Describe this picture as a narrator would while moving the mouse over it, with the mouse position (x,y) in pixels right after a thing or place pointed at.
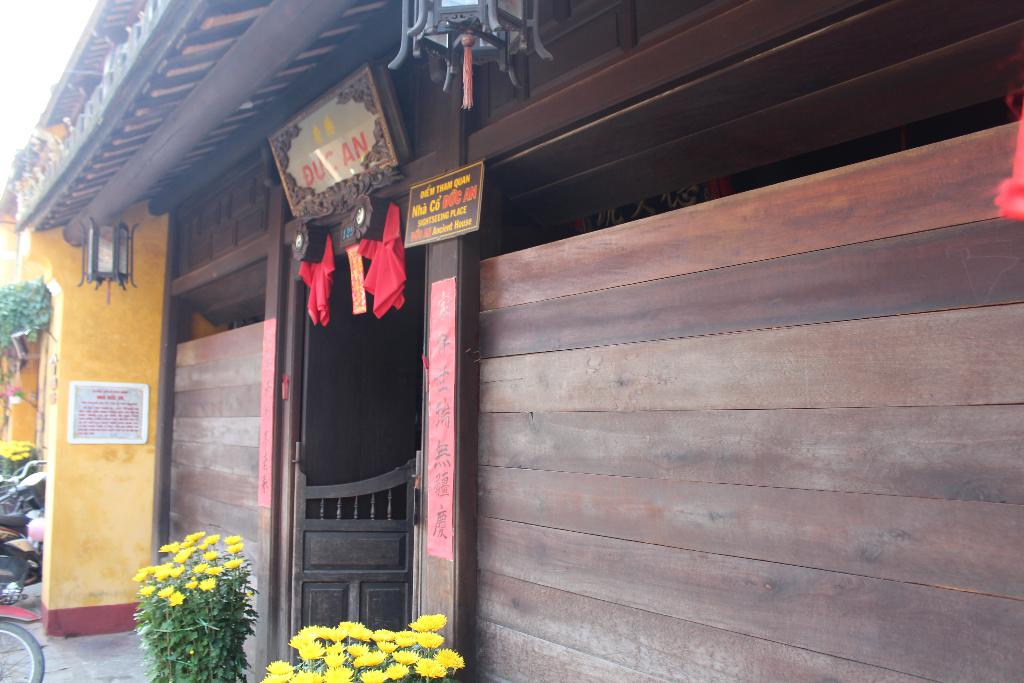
In this image there is a wooden house (419,167) with lamps (117,235), photo frames (318,156), name boards (423,212) on it, in front of the house (382,452) there is a wooden door (324,559), besides the door (340,538) there are two flower pots (210,598) with plants (164,547), beside the flower pots (194,580) there is a pillar (54,454), in front of the pillar (51,475) there are bikes (19,504) parked and there are some other flower pots (19,449) and plants (39,290).
